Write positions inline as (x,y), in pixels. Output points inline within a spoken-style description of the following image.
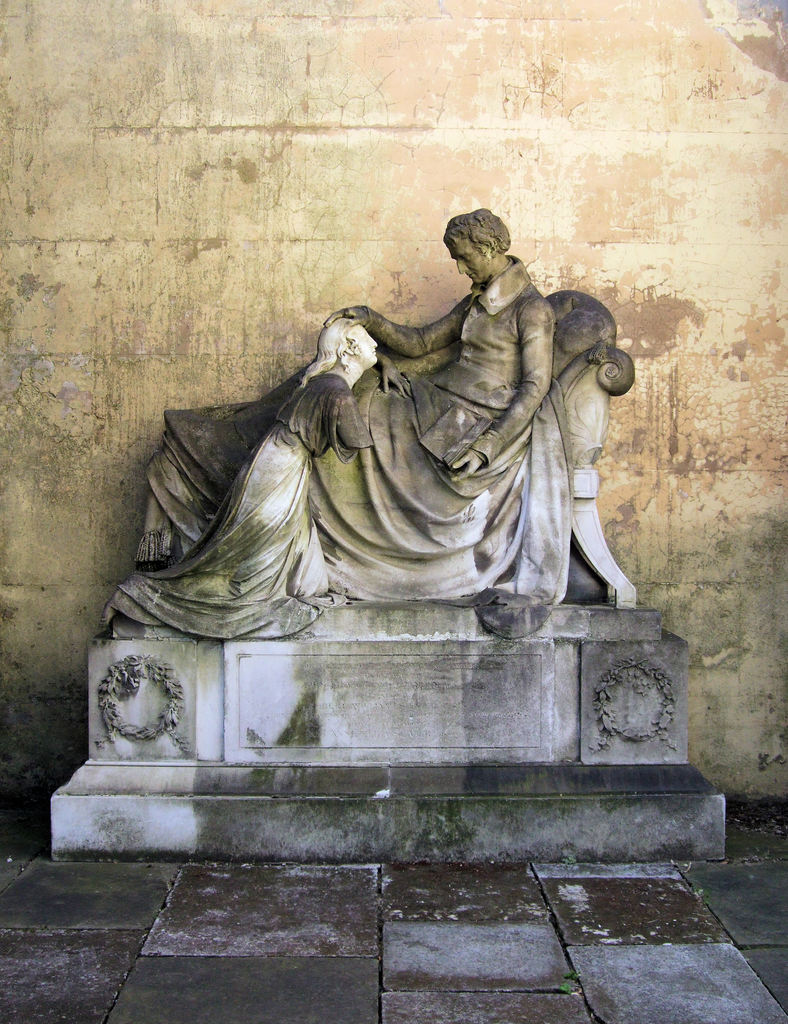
In this image we can see a statue (425,521). On the backside (343,255) we can see a wall (305,286).
